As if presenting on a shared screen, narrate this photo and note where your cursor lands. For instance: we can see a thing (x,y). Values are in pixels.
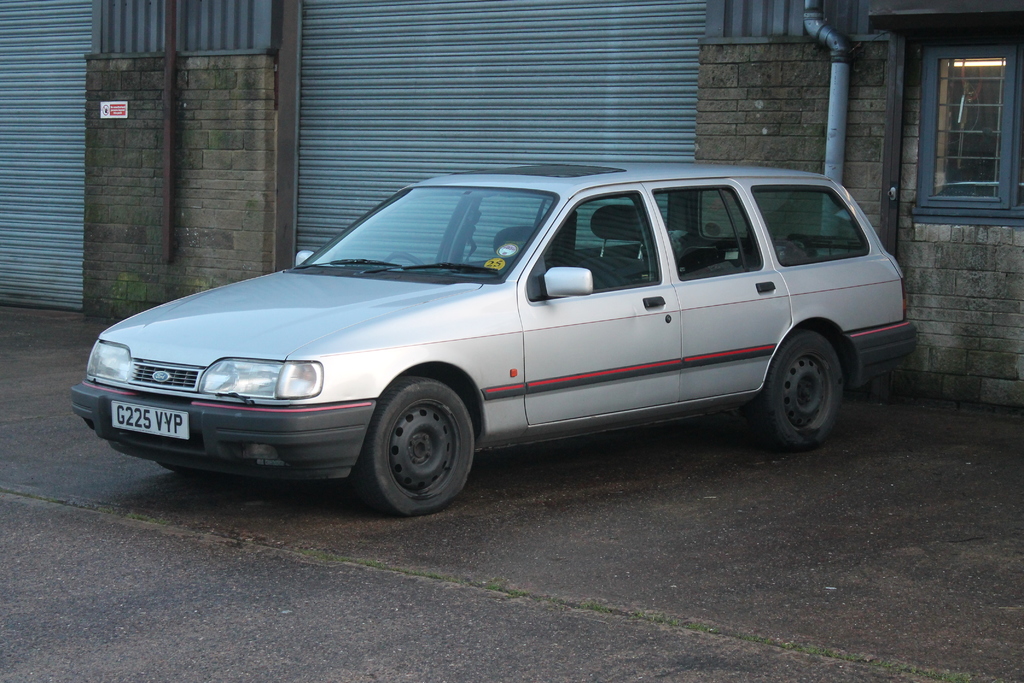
In this image there is a car (362,246) on the road (665,561). Behind the car (670,285) there is a building (690,146). There is a pipe (837,124). On the right side of the image (986,124) there is a glass window (1005,156).
